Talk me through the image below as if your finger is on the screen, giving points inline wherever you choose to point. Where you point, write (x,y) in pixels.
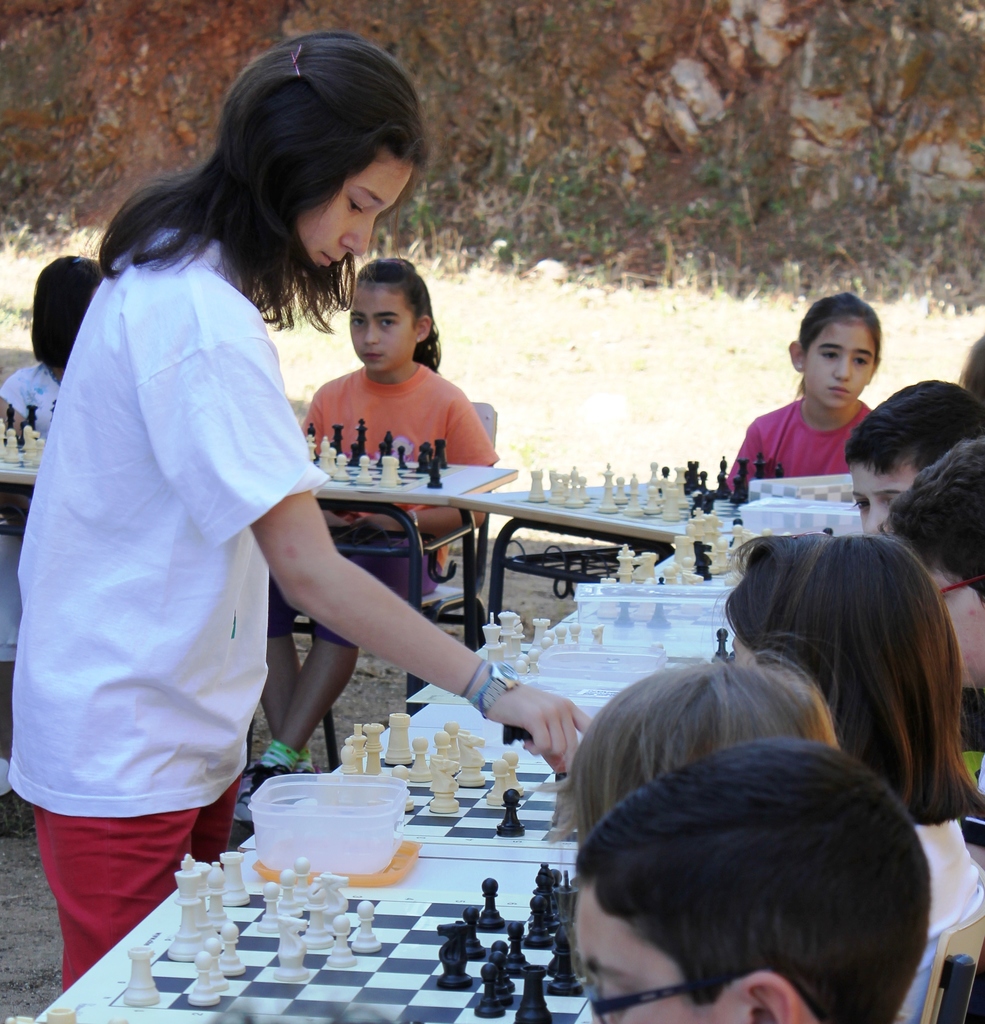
In this picture we can see a woman (66,669) standing and in front of her there are children (746,441) sitting playing chess each and everybody is sitting on chairs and tables (519,492) in front of them having chess boards (605,634) on it
